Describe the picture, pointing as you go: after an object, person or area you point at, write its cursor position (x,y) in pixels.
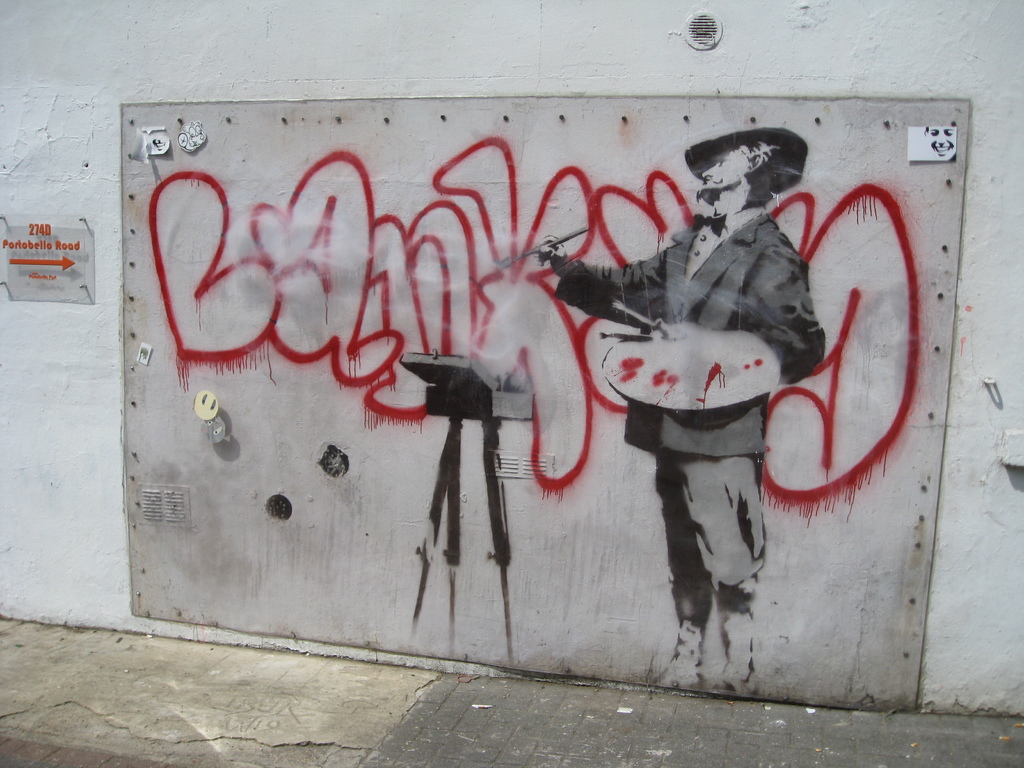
In this picture I can see a painting (406,366) on the wall (357,187) and a glass board (21,258) with some text (24,248).
